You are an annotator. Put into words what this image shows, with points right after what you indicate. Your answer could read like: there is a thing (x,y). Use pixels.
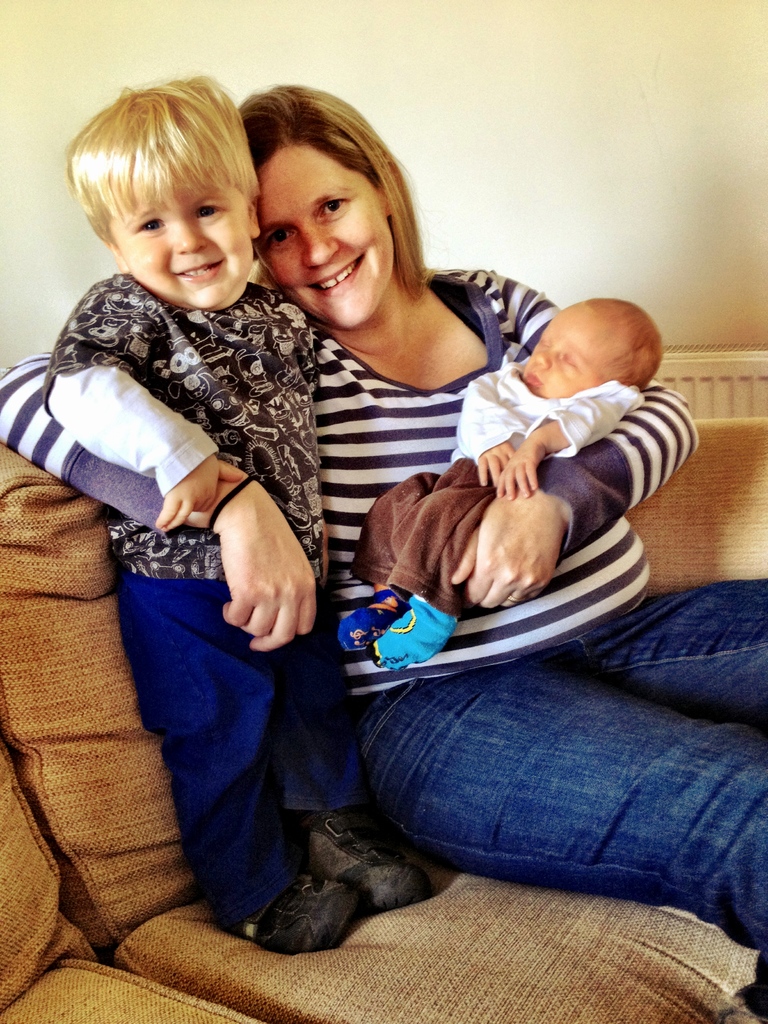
In this image, we can see a woman (565,520) sitting and holding a baby (537,484), we can see a kid (178,528) standing on a sofa (87,591). We can see the wall (271,58).
